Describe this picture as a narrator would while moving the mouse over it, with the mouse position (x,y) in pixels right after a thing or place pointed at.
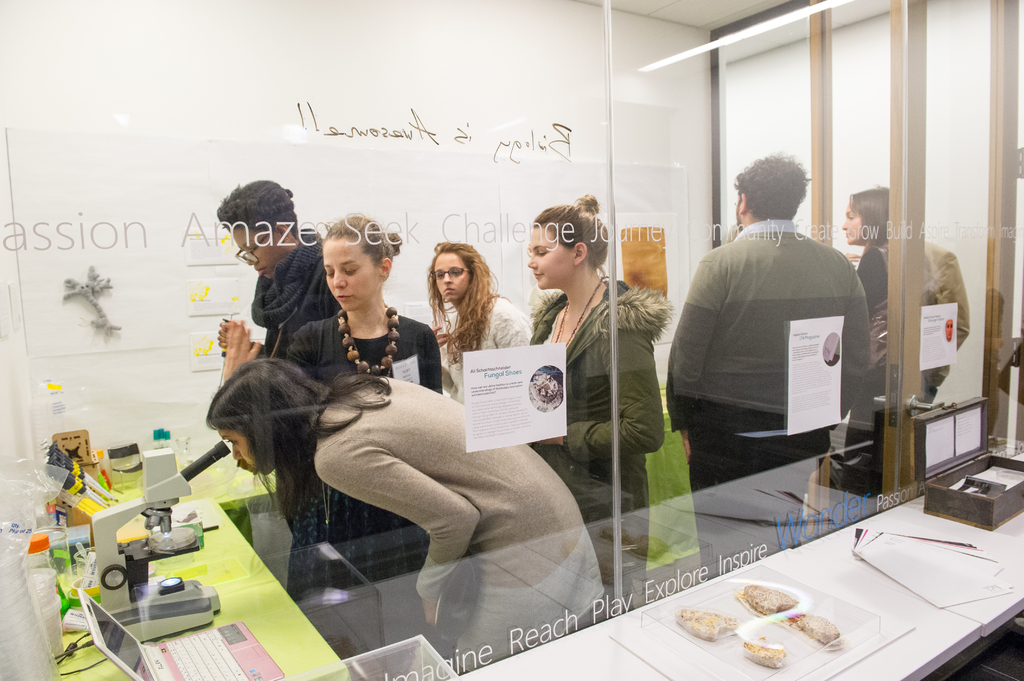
In this image I can see number of people (869,251) are standing and I can see few of them are wearing jackets (877,291). I can also see few tables (224,550) and on these tables (883,596) I can see number of papers (883,564), a laptop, a microscope (108,513), number of glass (76,560), few boxes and few other things (749,658). In the centre of the image (359,438) I can see the glass wall (755,402) and on it I can see three white colour papers (515,349). I can also see something is written on these papers (934,348) and on this wall (826,459).
